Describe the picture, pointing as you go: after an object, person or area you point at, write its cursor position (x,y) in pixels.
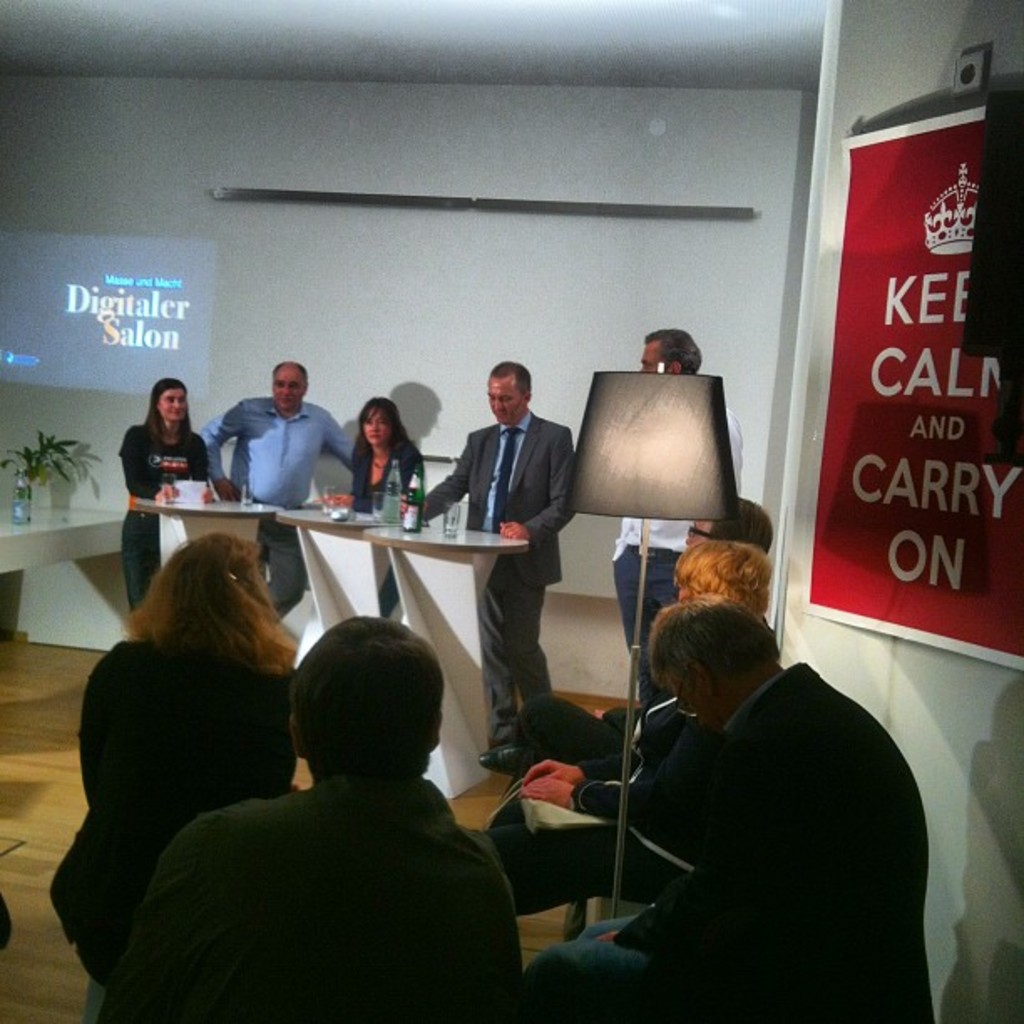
In this image I can see a table (419,616), on the table (425,591) I can see bottles (21,517), glasses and there are four persons (393,451) standing, in front of table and there are few persons (237,758) sitting and there is a lamp (621,455) visible in the middle (671,500) and there is a screen (171,254) attached to the wall (497,259), and there is a plant (60,469) kept beside bottle (20,491) and bottle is kept on table (61,549) on the left side (43,554), on the right side (851,295) I can see a board (851,295) attached to the wall (922,84).
